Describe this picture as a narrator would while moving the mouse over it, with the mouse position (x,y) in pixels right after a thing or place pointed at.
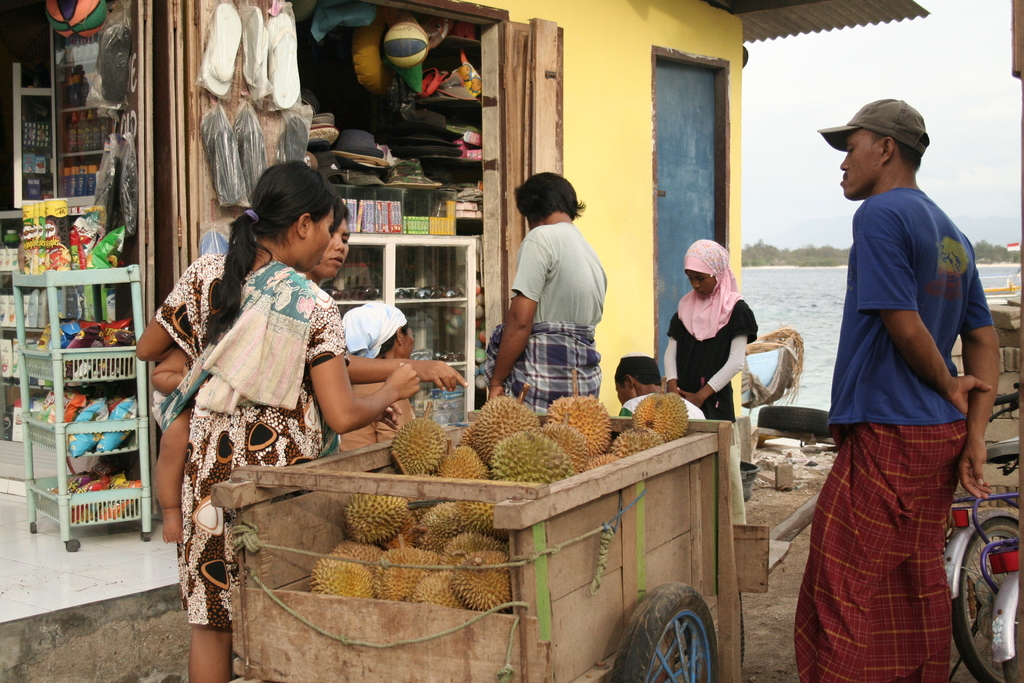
In the image there are some fruits (473,449) in a cart (553,572) around that there are few people (815,516) and on the left side (60,287) there is a store (365,228), beside the store (421,115) there is a door (682,198) and beside the door (705,196) there is a water surface (807,278), in the background (846,253) there are trees (845,259).
